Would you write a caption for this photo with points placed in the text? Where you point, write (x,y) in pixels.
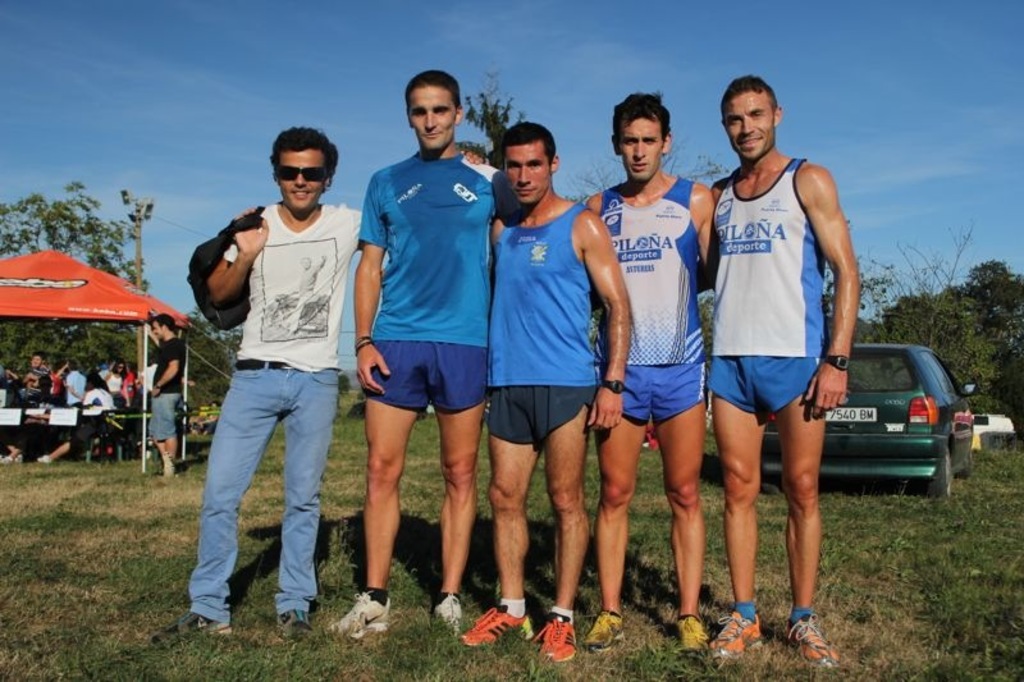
In this image I can see few people (558,339) standing on the ground (401,603). And these people (524,351) with blue and white color dresses (434,292) and I can see one person (221,301) is holding the bag (202,262). To the left (111,392) there are group of people (91,395) with different color dresses (118,380) and these people (71,386) are under the orange color tent (46,308). In the back (96,353) there are trees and the blue sky (268,120).
